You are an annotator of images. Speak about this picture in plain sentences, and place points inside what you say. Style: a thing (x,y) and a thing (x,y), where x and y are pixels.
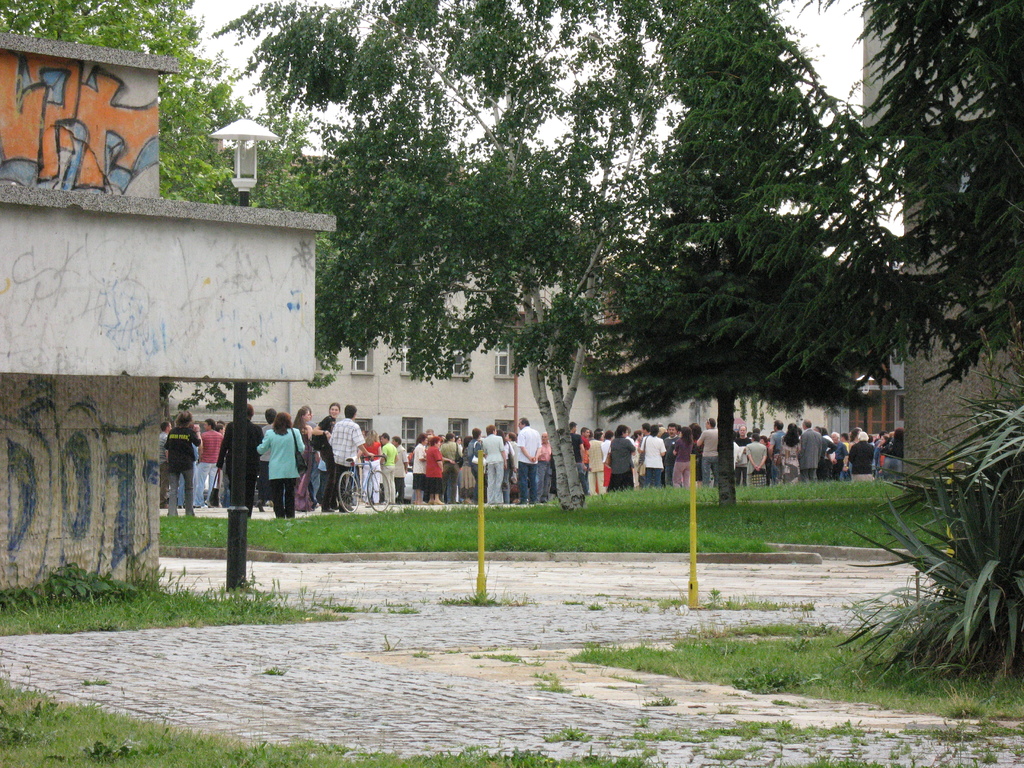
On the left side (125,727), there's grass (25,719) on the ground (339,751). On the right side (920,733), there is grass (774,730) on the road (411,607) and there are plants (989,500) and grass (812,663) on the ground (812,663). In the background (822,432), there are poles (237,496), there are trees (262,162), buildings (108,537), persons (176,456) on the road (927,750) and there are clouds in the sky (252,2).
